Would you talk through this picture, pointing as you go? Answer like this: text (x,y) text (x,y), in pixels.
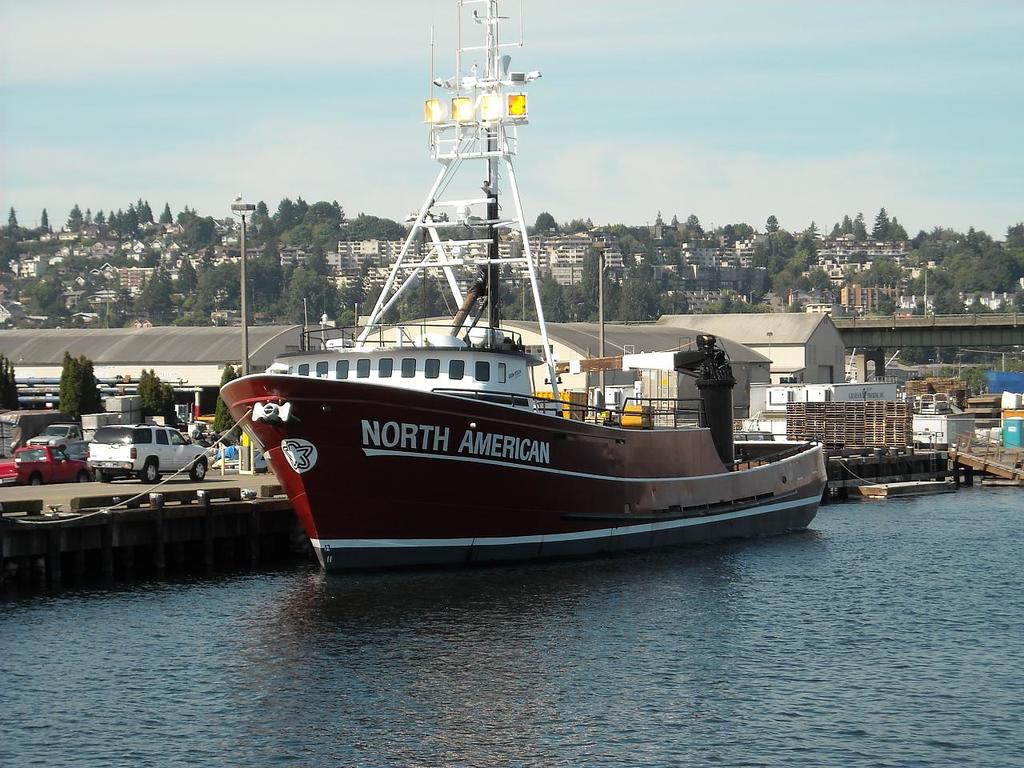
In this image we can see a boat (447,467) on the water (336,701). On the boat (356,388) there are windows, poles (457,316), railing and lights (470,120). It is tied with a rope (110,508). In the back (219,387) there are vehicles (121,473), buildings (234,319), poles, trees (621,290) and sky (813,115).
